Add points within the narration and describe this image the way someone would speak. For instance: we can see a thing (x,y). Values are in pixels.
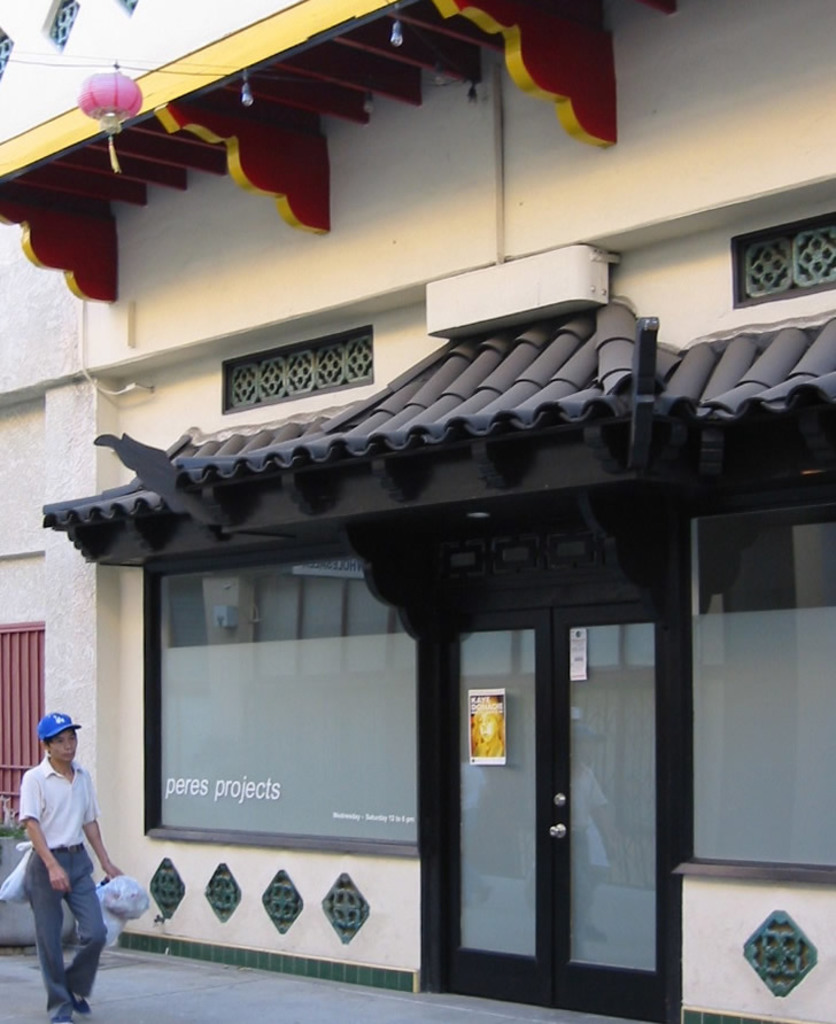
In this picture we can see a man (63,757) wore a cap (51,725), holding a plastic bag (126,892) and walking on the ground (158,962). In the background (150,784) we can see a building (272,263), doors (531,696), bulbs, lantern (102,101), posters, some objects (59,224) and on the glass (309,802) we can see some text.
